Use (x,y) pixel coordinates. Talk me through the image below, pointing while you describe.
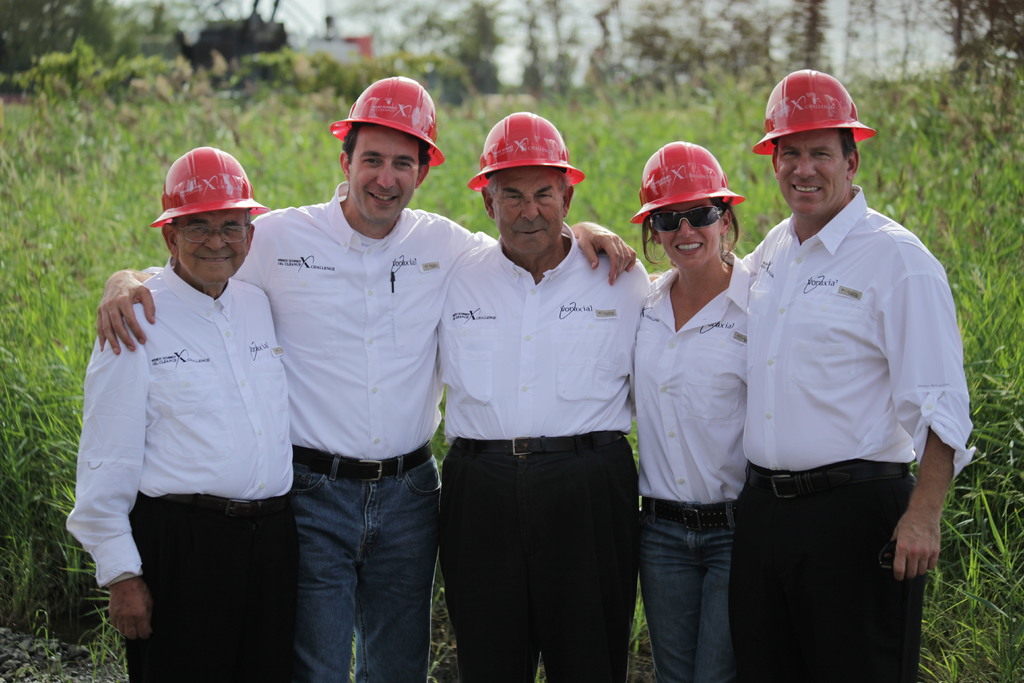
In this image we can see persons (481,495) standing on the ground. In the background (193,131) we can see sky (439,38), trees (461,39) and grass (44,341).
